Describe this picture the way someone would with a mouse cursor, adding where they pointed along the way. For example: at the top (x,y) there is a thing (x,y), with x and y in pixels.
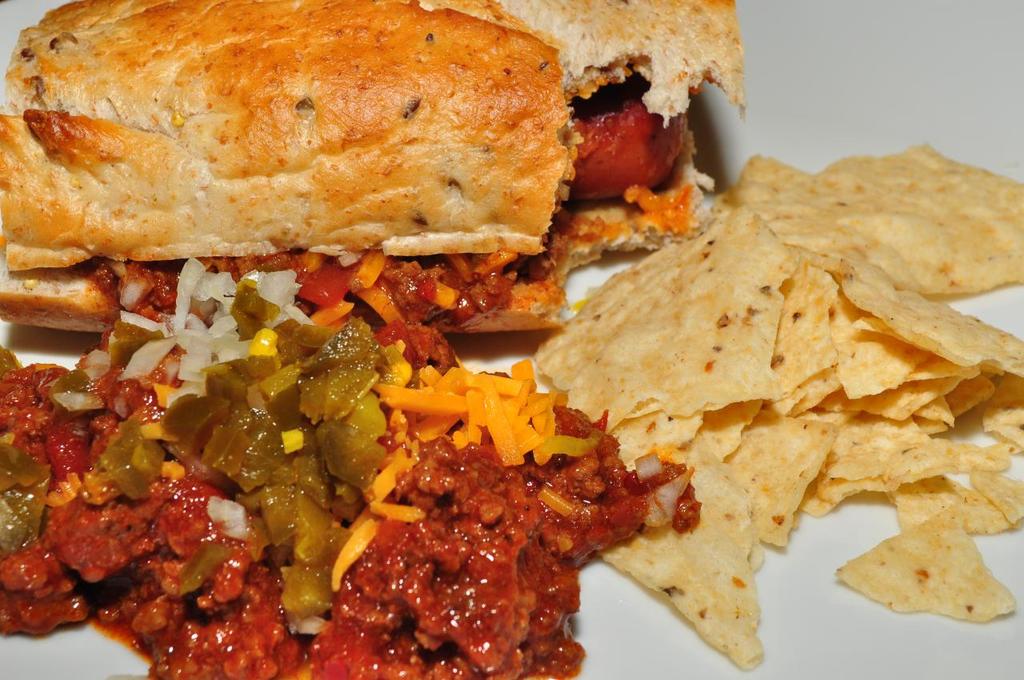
In this image we can see some food item (377,280) like bread (409,137), corn chips (630,448) and some curry (182,534).
